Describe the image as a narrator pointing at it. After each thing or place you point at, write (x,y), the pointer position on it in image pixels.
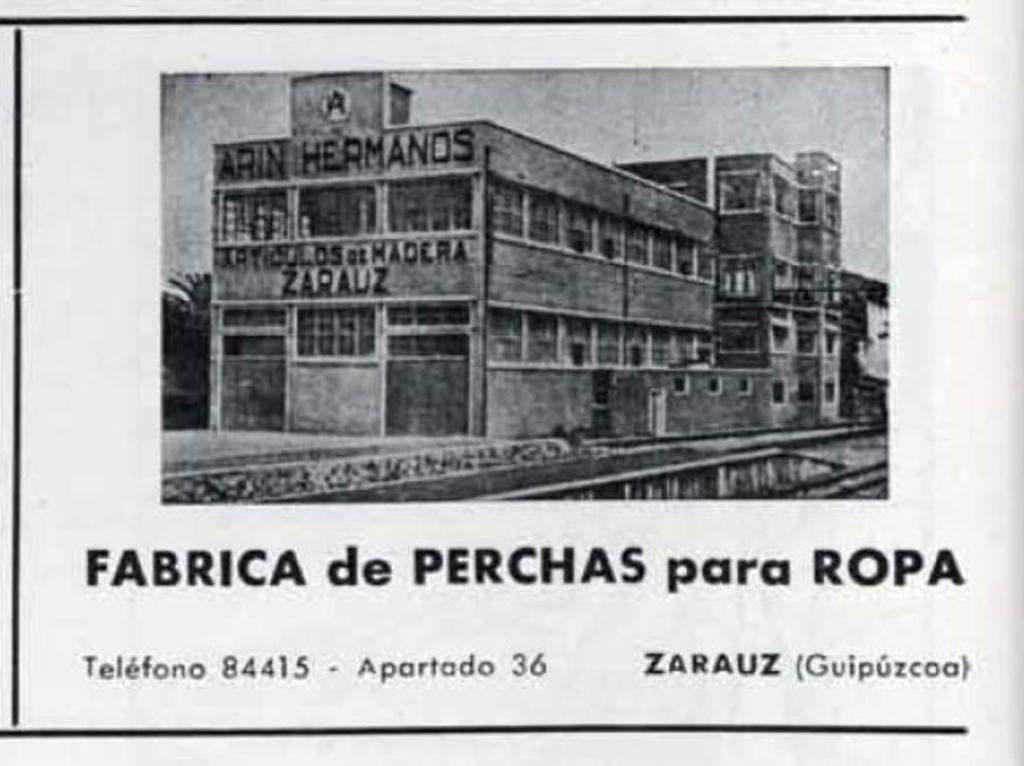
In this picture I can see there is a building (458,330) and it is having a name plate (377,259) and this is a black and white picture and there is something written at the bottom of the picture (520,665).
